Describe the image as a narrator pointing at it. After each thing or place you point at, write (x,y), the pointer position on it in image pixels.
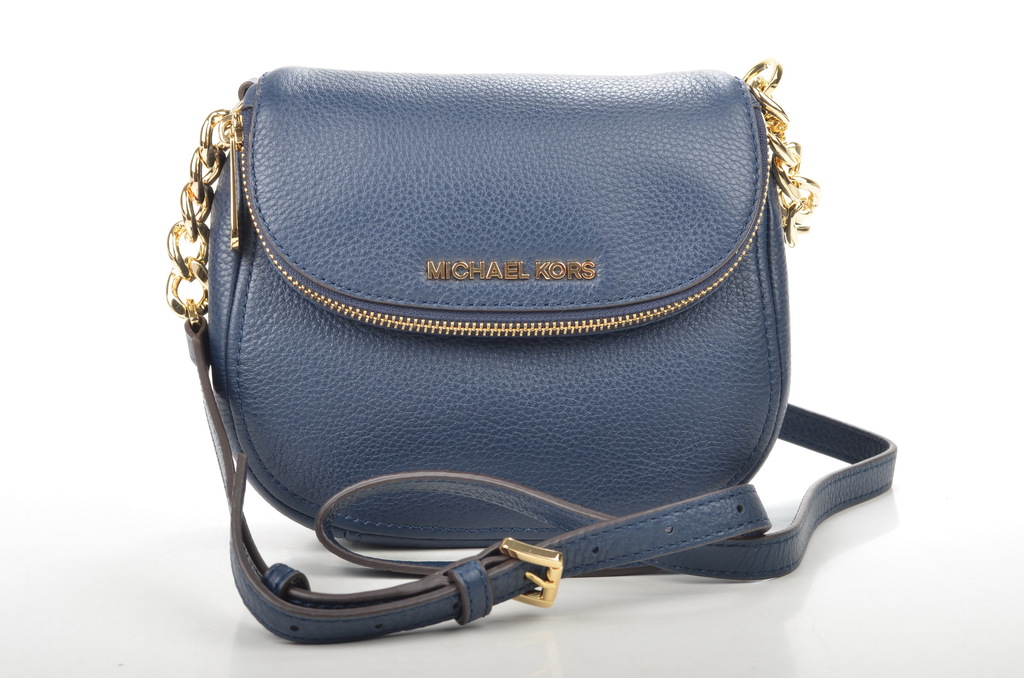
In this picture we can see bag (709,200) with chain (203,166) and belt (242,496) to it.
